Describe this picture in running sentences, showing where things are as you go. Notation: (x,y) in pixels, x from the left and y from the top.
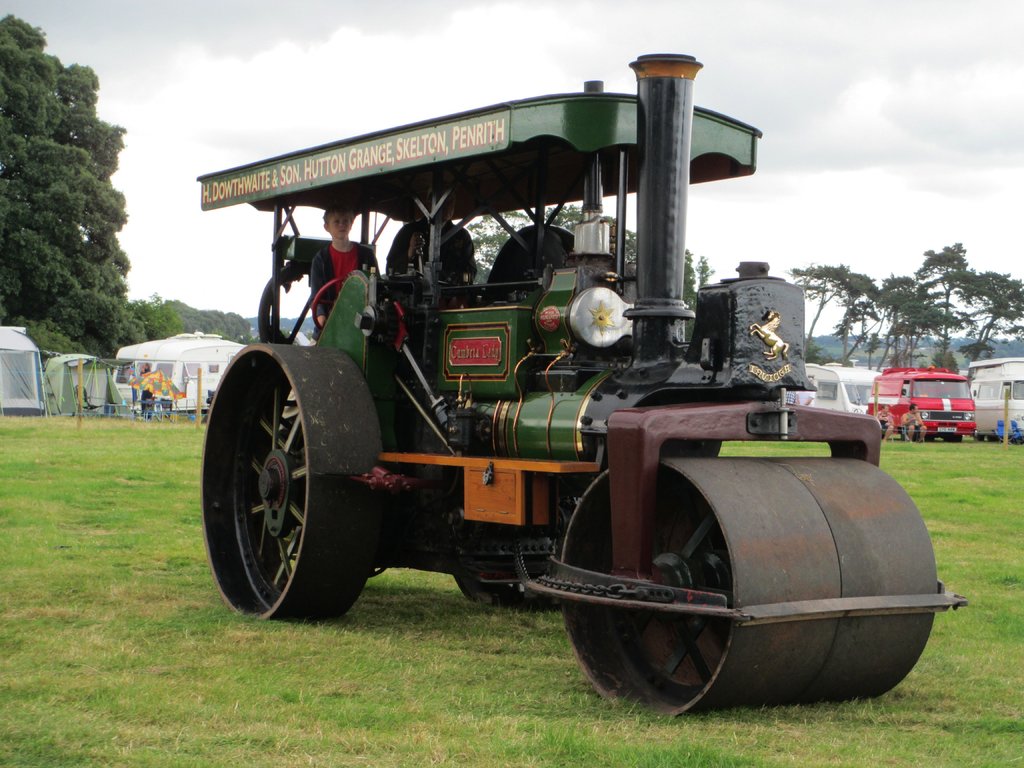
This image is taken outdoors. At the bottom of the image (251,709) there is a ground (80,696) with grass (116,641) on it. At the top of the image (878,118) there is a sky (223,102) with clouds (185,117). In the background (961,320) there are a few trees (893,320) and there are a few tents (107,393). A few vehicles (215,381) are parked on the ground (174,417). In the middle of the image (363,423) there is a road roller (584,475) parked on the ground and a kid (349,260) is sitting in the road roller (361,297).
